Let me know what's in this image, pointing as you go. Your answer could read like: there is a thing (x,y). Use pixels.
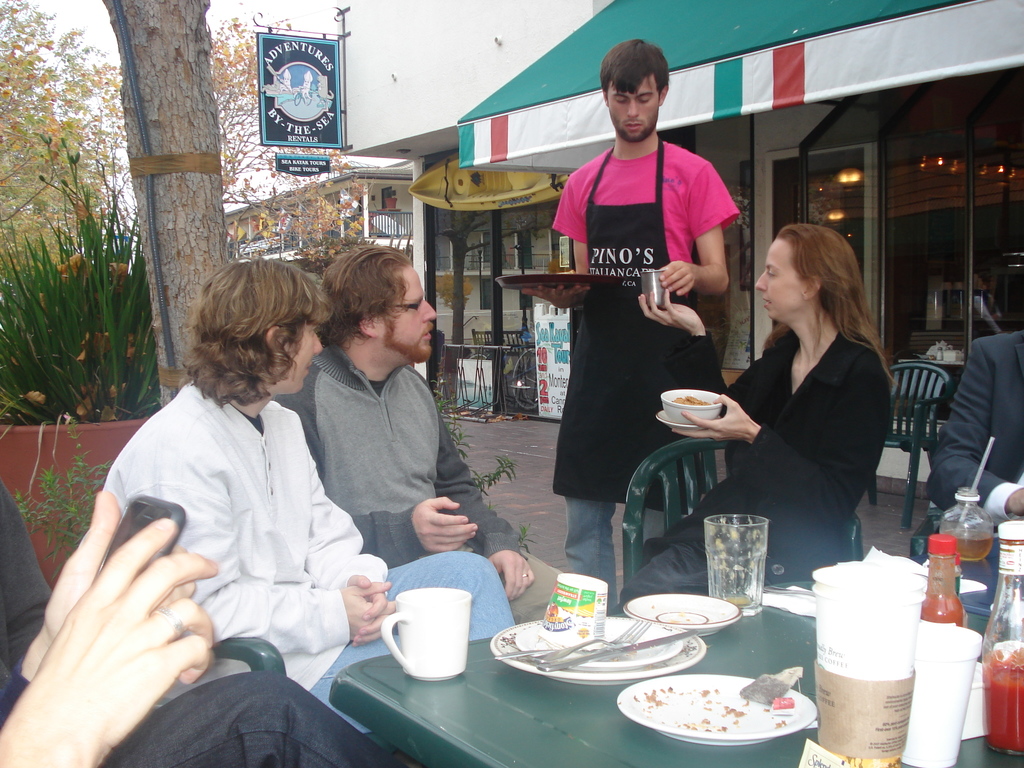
In this image, there are six persons (331,650). Out of which five (332,490) are sitting on the chair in front of the table (804,648) and one person (605,335) is standing and holding a plate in his hand (671,277) and a glass (658,284). In the left top of the image (93,56), there is a tree (160,23) and plants (59,277) visible. In the left top of the image (243,114), sky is visible which is white in color. In the right side of the image (907,180), there is a restaurant (911,129), beside that the building (367,167) is visible. It looks as if the picture is taken outside during the day.
